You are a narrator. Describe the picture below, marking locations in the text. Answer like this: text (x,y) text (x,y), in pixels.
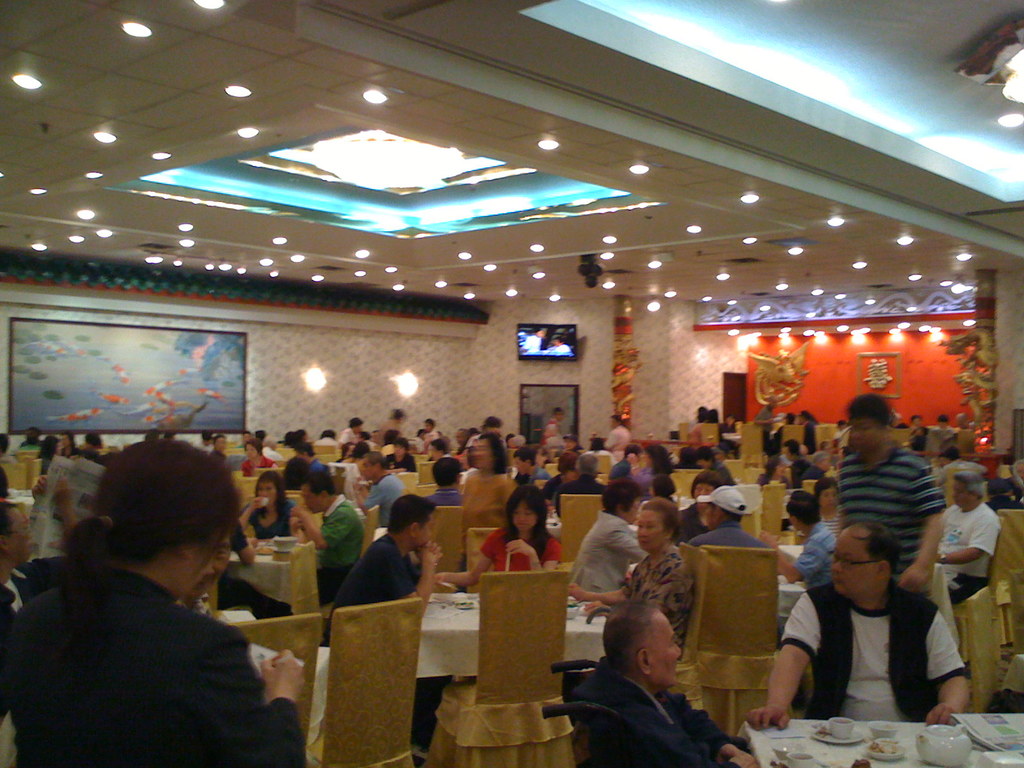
In this image there is a crowd (299,506) is sitting on the chairs (561,634) as we can see in the bottom of this image (589,519). There is a painting (157,376) on the left side of this image (128,353), and there is a wall (249,411) in the background (468,377). There is a television (547,340) is in the middle of this image (535,349). There are some lights (183,174) arranged on the top of this image (422,154).
